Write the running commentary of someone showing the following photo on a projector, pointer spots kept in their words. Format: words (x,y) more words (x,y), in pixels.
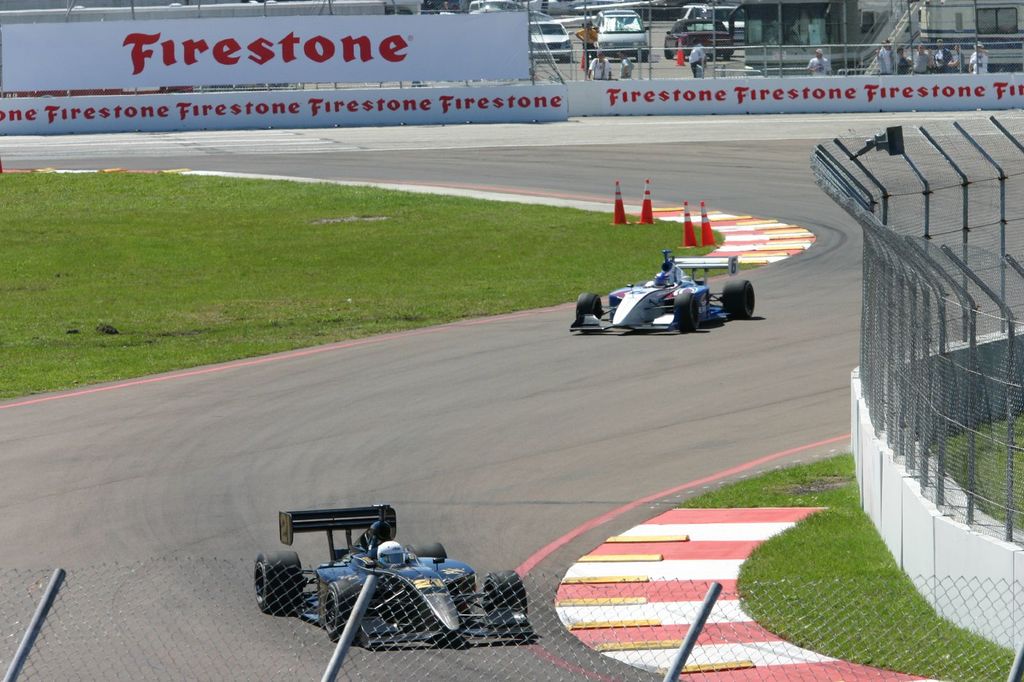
In this image in the front (488,628) there is a fence (676,659). In the center (659,303) there are racing cars (651,318) moving on the road (559,380) and there is grass (441,288) on the ground (578,264) and there are stands (689,241) which are red in colour. In the background (264,57) there is a board (345,79) with some text (312,48) written on it and there are persons (950,47) standing and there are vehicles (705,19) on the road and there is a wall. On the right side (921,339) in the front (935,377) there is a fence (938,407) and there is a wall (869,502) and there's grass (852,568) on the ground (840,579).
